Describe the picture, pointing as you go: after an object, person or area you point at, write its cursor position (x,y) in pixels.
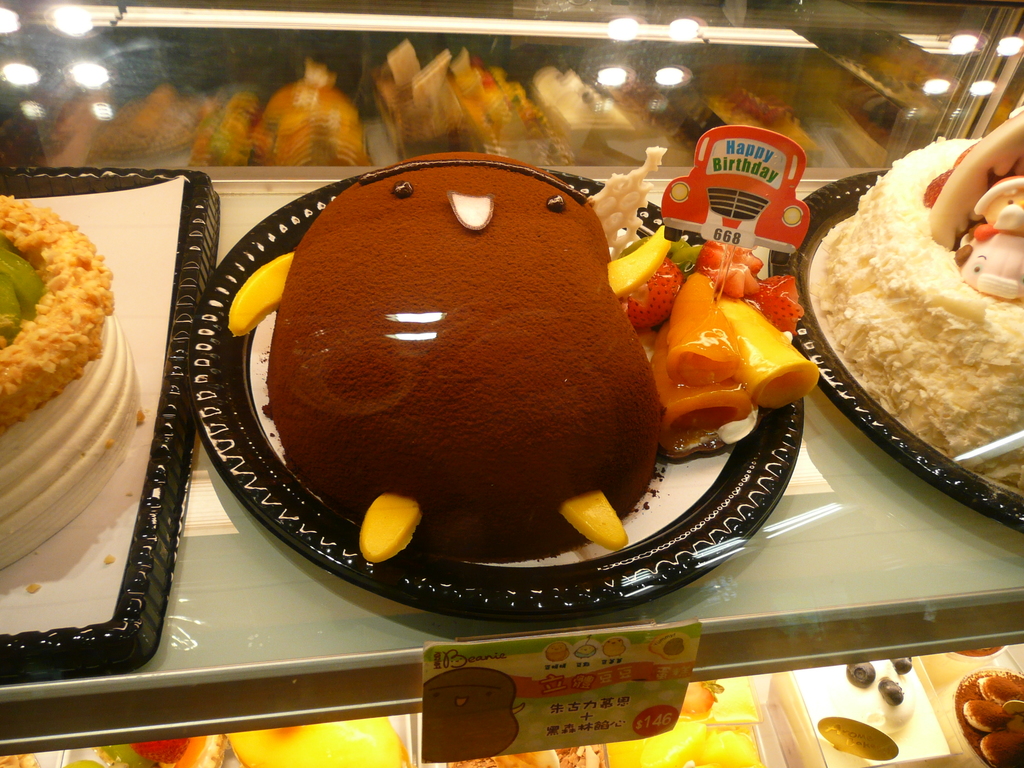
There are racks (276,595). On the racks (745,642) there are cakes (516,306) on tray (268,507). On the cake (691,408) there is a tag (693,202) in the shape of a car. Also there is a tag (580,691) on the rack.
